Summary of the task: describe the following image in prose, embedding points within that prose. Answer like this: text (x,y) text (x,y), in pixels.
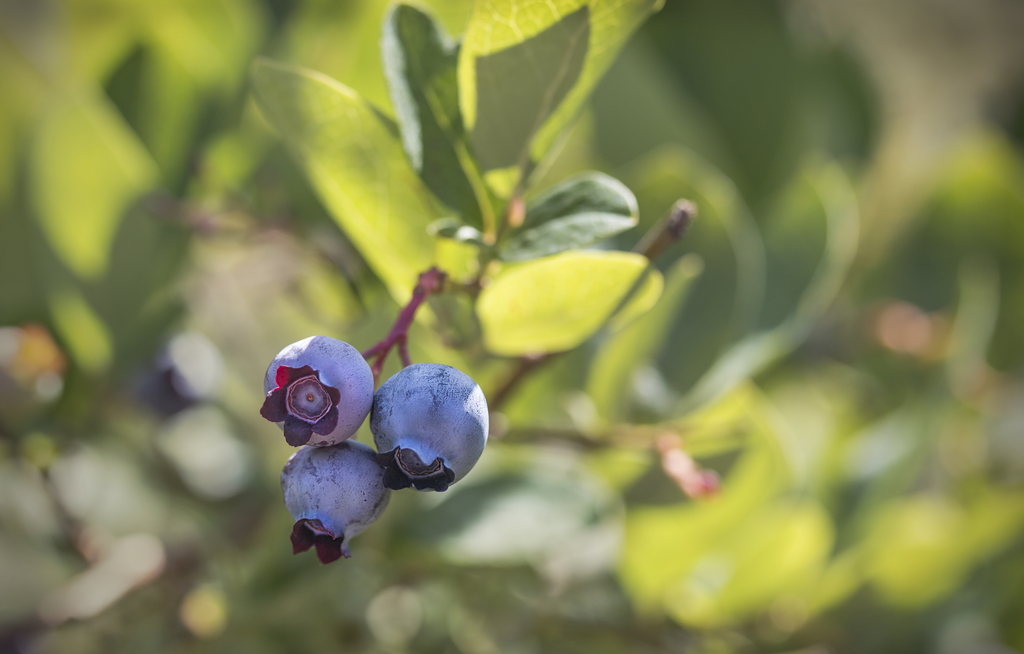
In this image there is a plant (419,410), there are three blueberry fruits (373,429), the background of the image (405,515) is blurred.
